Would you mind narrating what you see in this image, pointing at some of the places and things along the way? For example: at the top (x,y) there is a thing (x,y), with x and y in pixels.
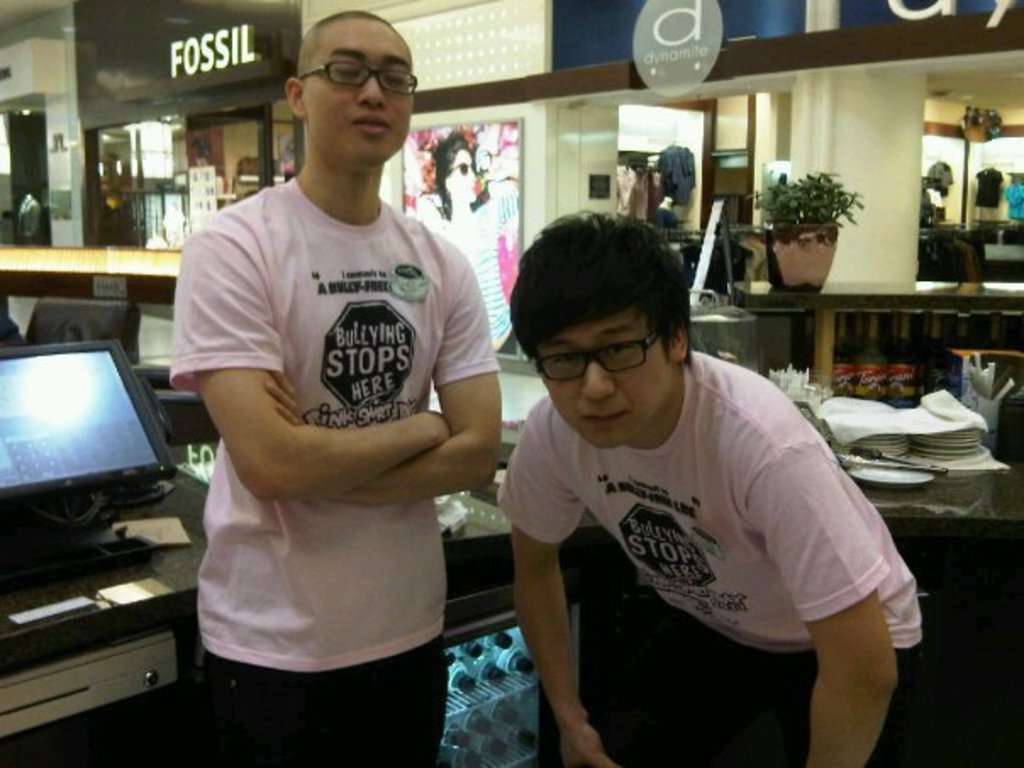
This picture seems to be clicked inside the hall (851,142). In the foreground (639,332) we can see the two persons (477,439) wearing t-shirts (339,600) and we can see the tables (181,562) on the top of which plates (968,431), houseplant (797,265), electronic device (82,402) and some other items (990,431) are placed. In the background (509,144) we can see the text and some pictures (472,183) and we can see many other objects (1020,195) in the background (880,218).
